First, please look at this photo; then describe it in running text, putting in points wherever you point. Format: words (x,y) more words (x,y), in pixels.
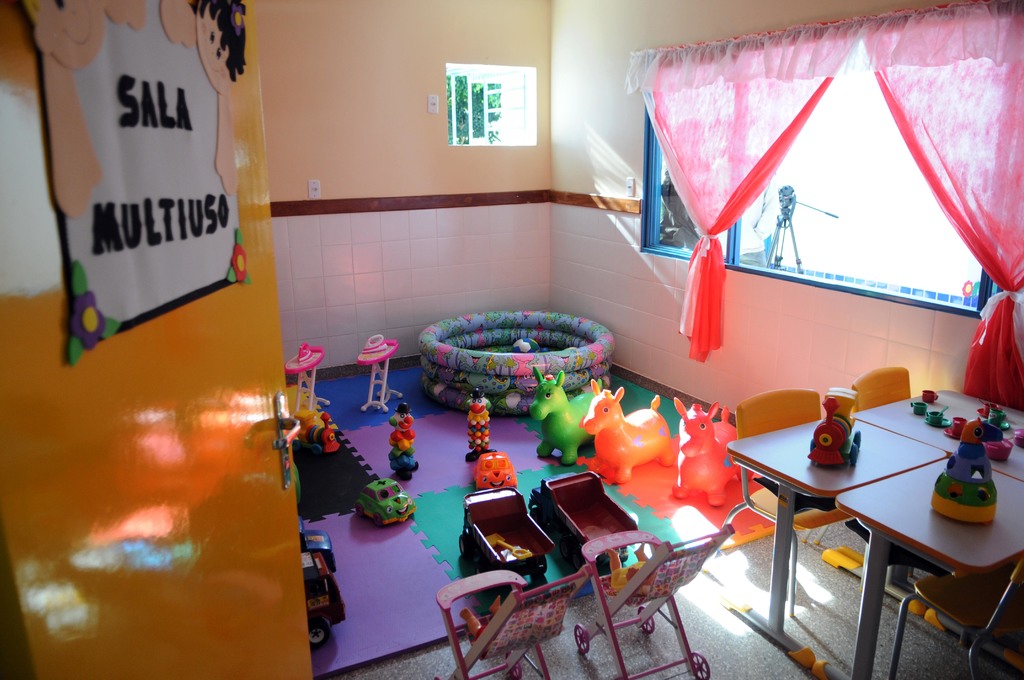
In this image there is a table (936,521) around the table (936,521) there are chairs (971,584), on that table (927,442) there are toys (828,438), beside the table (815,507) there are chairs (516,635) on that chairs (622,623) there are toys (614,596), in the background (666,448) there are toys (650,444) and wall (526,149), for that wall (834,313) there is a window (885,275) and curtain (790,145), on the left side (172,306) there is a board (96,325), on that board (160,146) there is some text (125,237).
